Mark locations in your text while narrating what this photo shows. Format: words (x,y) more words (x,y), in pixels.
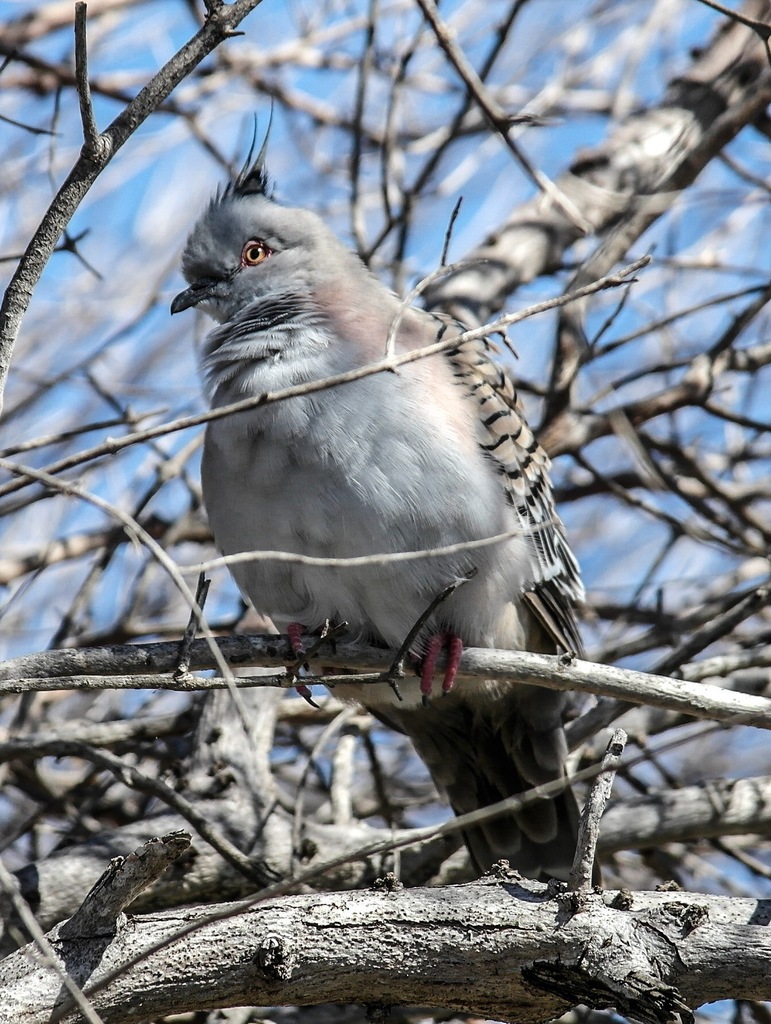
In this image we can see a bird (457,535) on a tree (366,561). Behind the tree (271,643) we can see the sky (367,120).
